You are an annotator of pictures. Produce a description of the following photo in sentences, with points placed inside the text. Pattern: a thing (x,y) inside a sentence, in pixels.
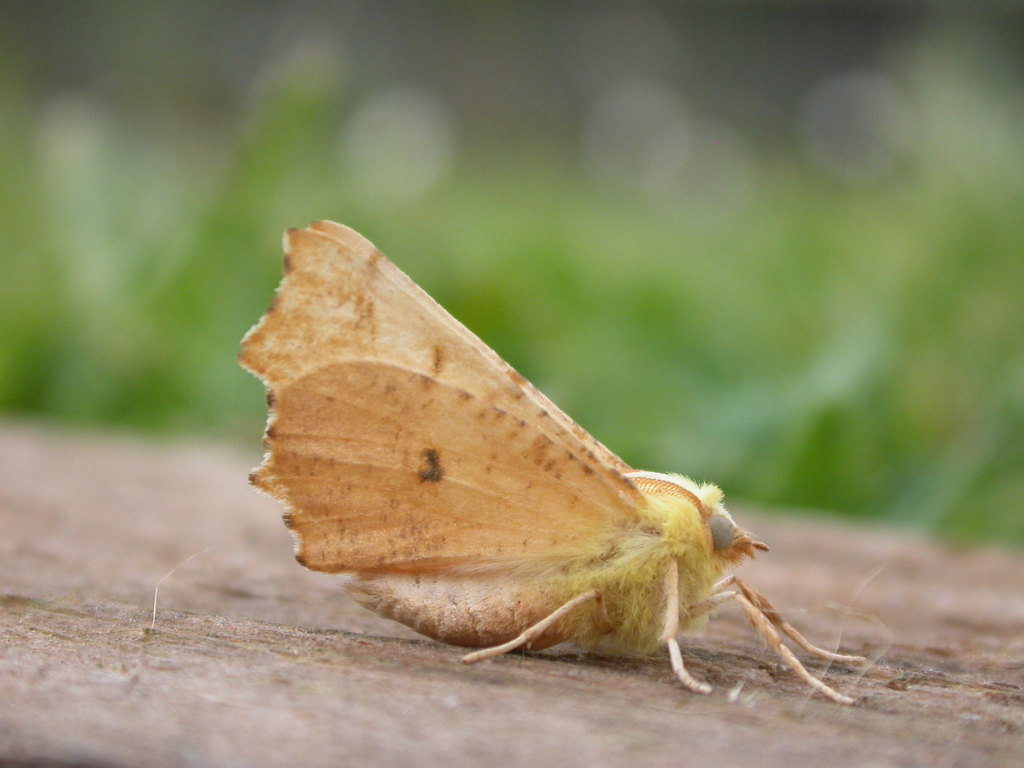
In this picture we can see a moth (757,624) on the path (337,715). It looks like a few plants (231,150) are visible in the background (548,352). Background (87,174) is blurry.
